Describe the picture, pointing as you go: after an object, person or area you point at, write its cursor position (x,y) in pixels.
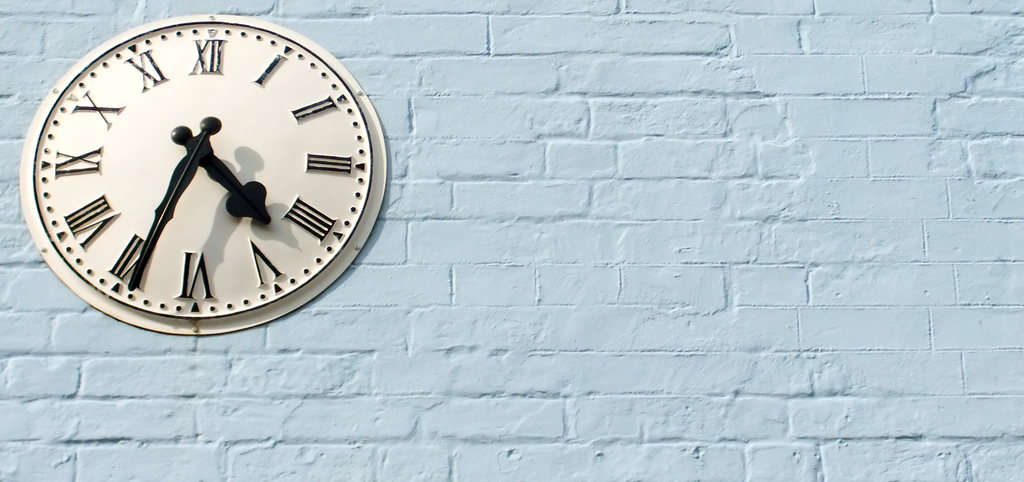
In this image there is a clock (126,201) attached to the wall (623,266). On the clock (231,197) there are roman numbers (148,86) and there is a short hand (242,204) and a long hand (174,197).
